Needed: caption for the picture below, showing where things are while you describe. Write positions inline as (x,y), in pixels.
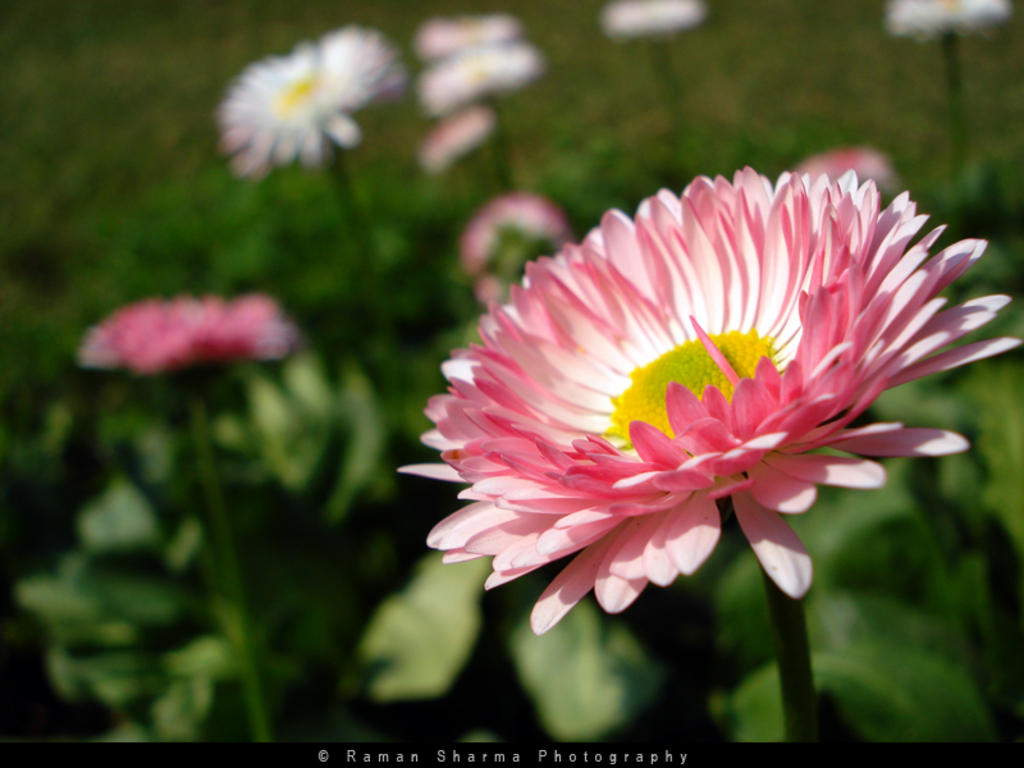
In this image, I can see a flower (674,289) with pink color petals (692,303). In the background (661,162), I can see the plants (130,396) with flowers (253,334). These flowers (509,240) are named as common daisy (505,455). This is the watermark (398,754) on the image.
